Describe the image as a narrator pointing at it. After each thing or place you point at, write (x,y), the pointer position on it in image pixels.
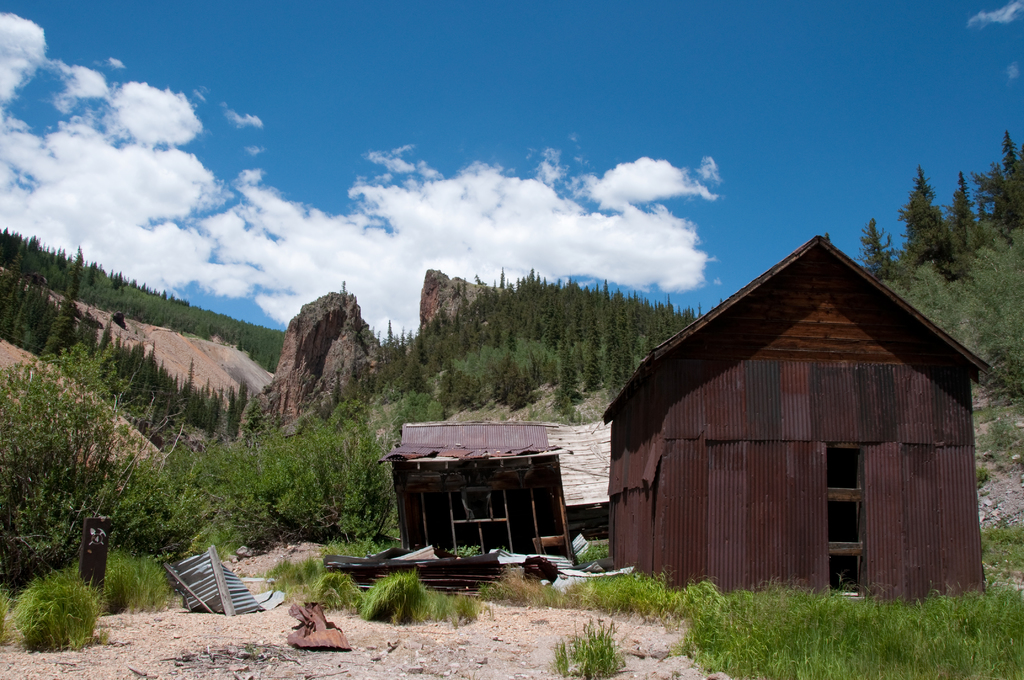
In this image there is a land (120,632), on that land (263,677) there are plants (601,600), in the background (721,452) there are sheds (757,466), trees (1002,300), mountains (450,296) and the sky (433,116).
